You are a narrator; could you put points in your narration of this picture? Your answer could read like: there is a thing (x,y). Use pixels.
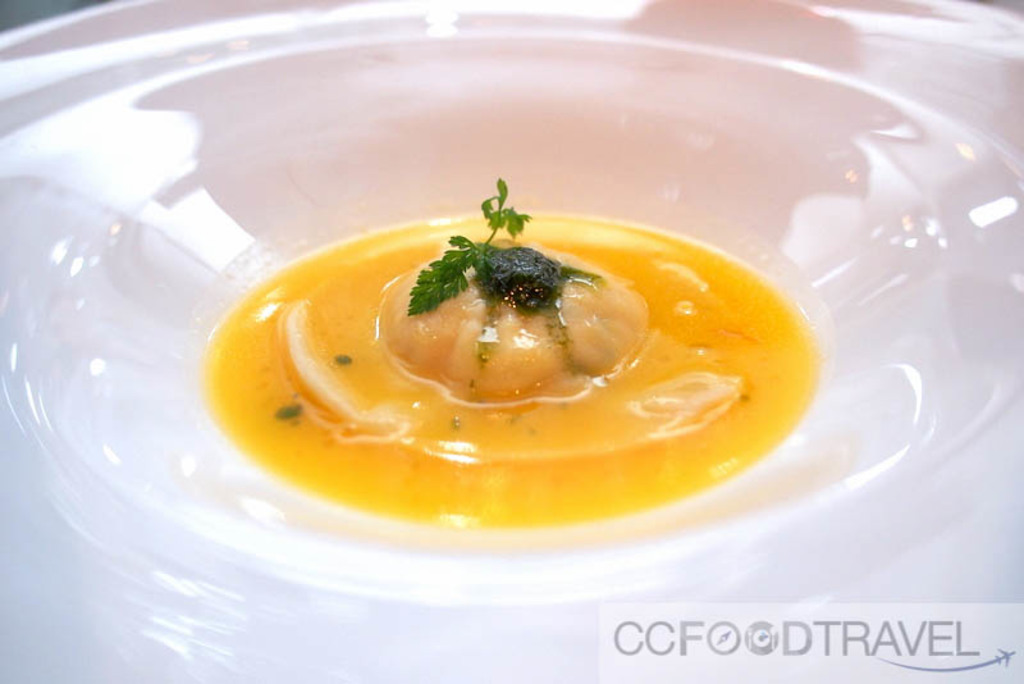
In this image we can see a bowl (939,275) with some food (527,367) and garnished with coriander (503,191).
